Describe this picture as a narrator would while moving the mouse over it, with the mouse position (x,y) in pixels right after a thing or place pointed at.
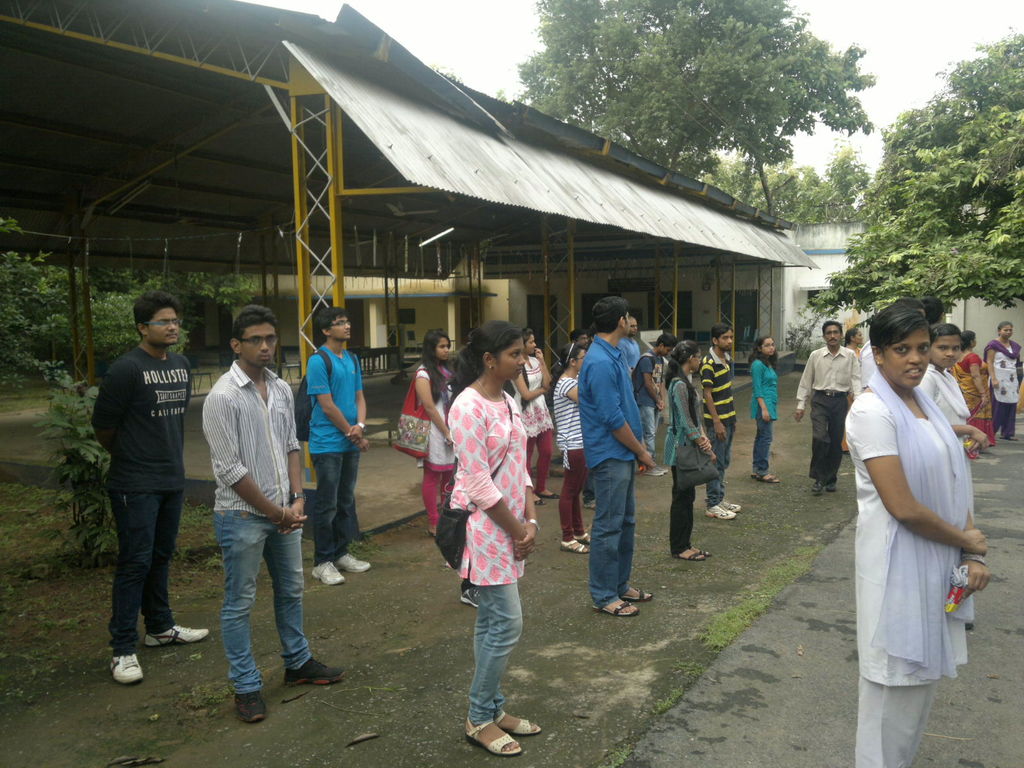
This picture describes about group of people (677,441), they are standing, in the background (889,267) we can see few trees (912,286), metal rods (762,263), shed (531,209) and few houses (747,309).
